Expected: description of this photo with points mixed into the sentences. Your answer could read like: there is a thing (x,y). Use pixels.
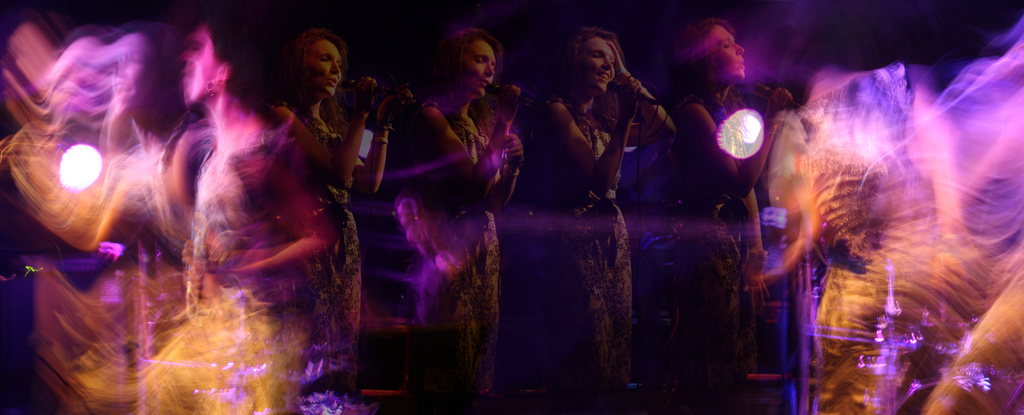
Here in this picture we see a lady (733,139) singing on the stage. This looks like a blurry digital image.
